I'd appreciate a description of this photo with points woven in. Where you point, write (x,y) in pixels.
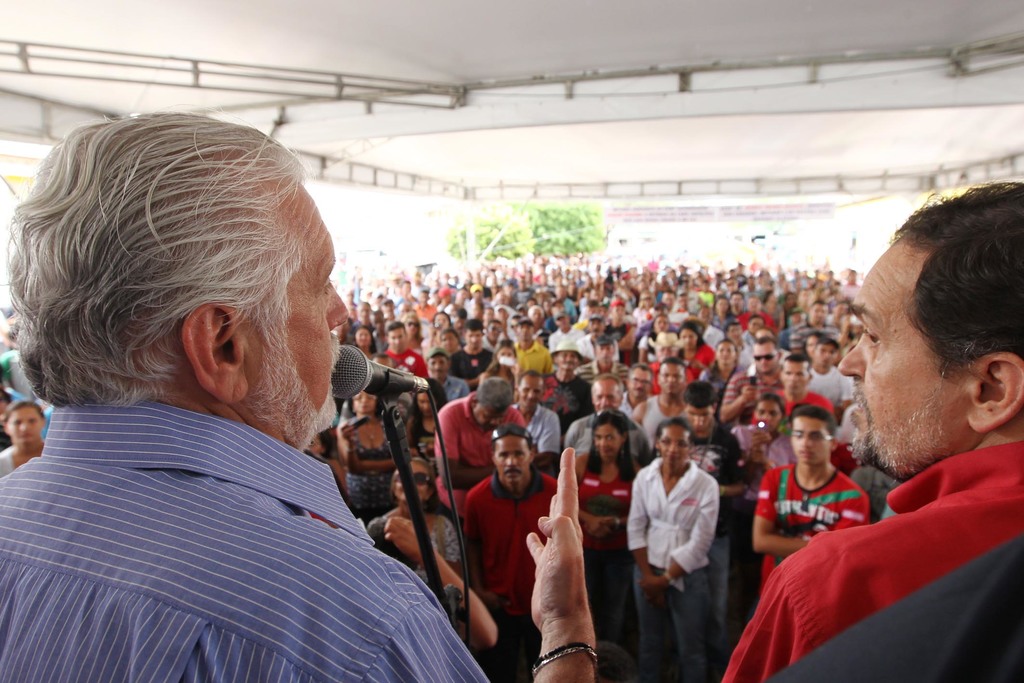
In this image there is a man (381,581) standing in front of a mike (358,383), in the background (437,476) there are people (639,278) standing, at the top (475,126) there is a roof (502,132).
